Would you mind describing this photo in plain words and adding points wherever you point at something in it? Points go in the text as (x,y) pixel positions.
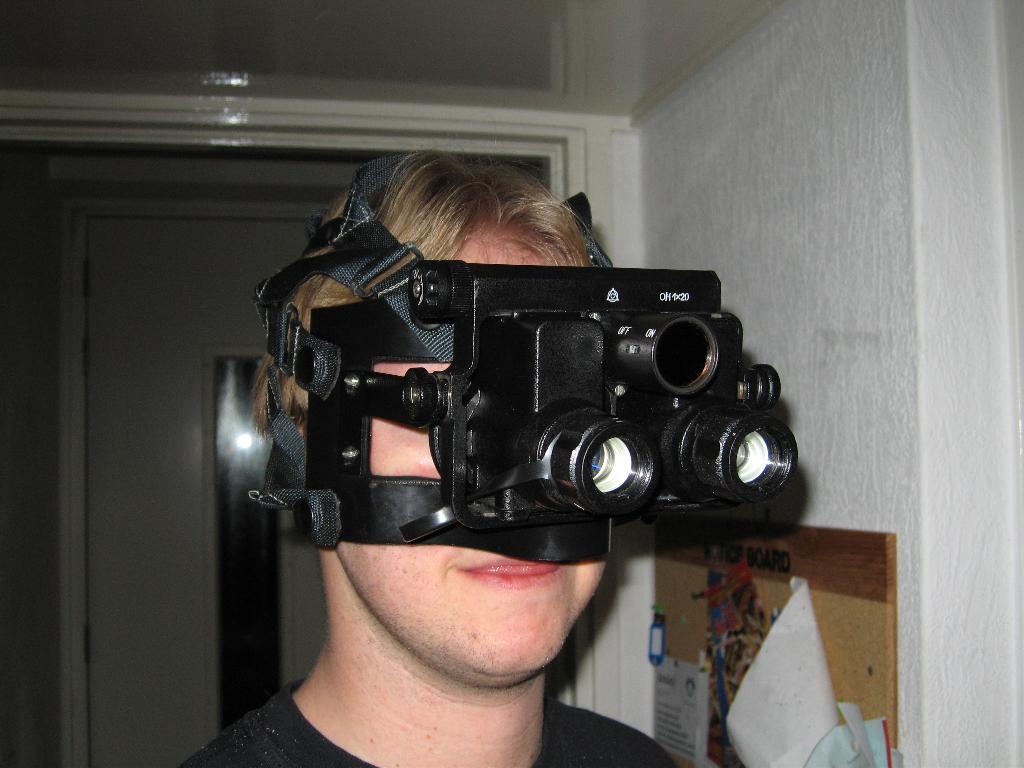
In the center of the image (450,311) there is a person (424,744) wearing night vision goggles (559,416). In the background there is door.
